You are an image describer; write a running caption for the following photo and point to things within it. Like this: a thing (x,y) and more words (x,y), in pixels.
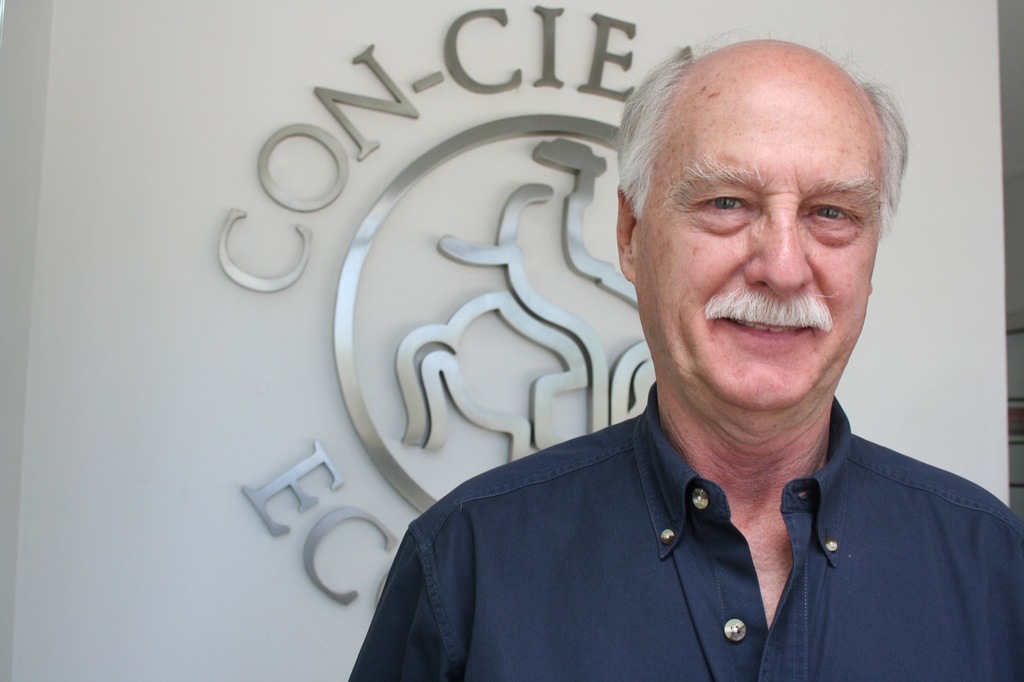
In this picture we can see person (798,548) standing in front of the wall (211,16), on the wall (428,258) we can see logo (436,354) and some text (284,474).
